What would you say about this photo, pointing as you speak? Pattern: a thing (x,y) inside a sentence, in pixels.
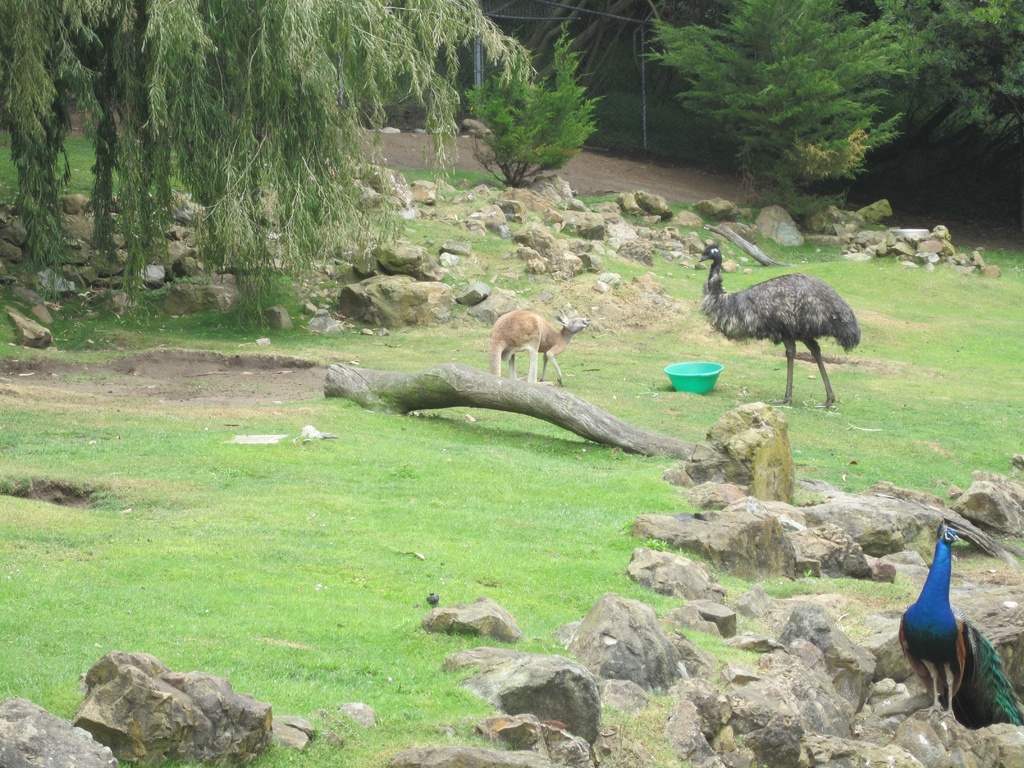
This is an outside view. At the bottom of the image (507,703) I can see the grass (399,689) and some rocks (647,679). On the right side (922,639) there is a peacock (939,619). In the middle of the image (519,345) I can see an emu bird (771,307) and an animal (529,321) which is standing in front of this bird (794,301) and also there is a bowl (691,375). Beside these there is a trunk (472,383) on the ground (496,411). In the background (279,101) there are some trees (249,116) and rocks (536,253) on the ground (523,269).
